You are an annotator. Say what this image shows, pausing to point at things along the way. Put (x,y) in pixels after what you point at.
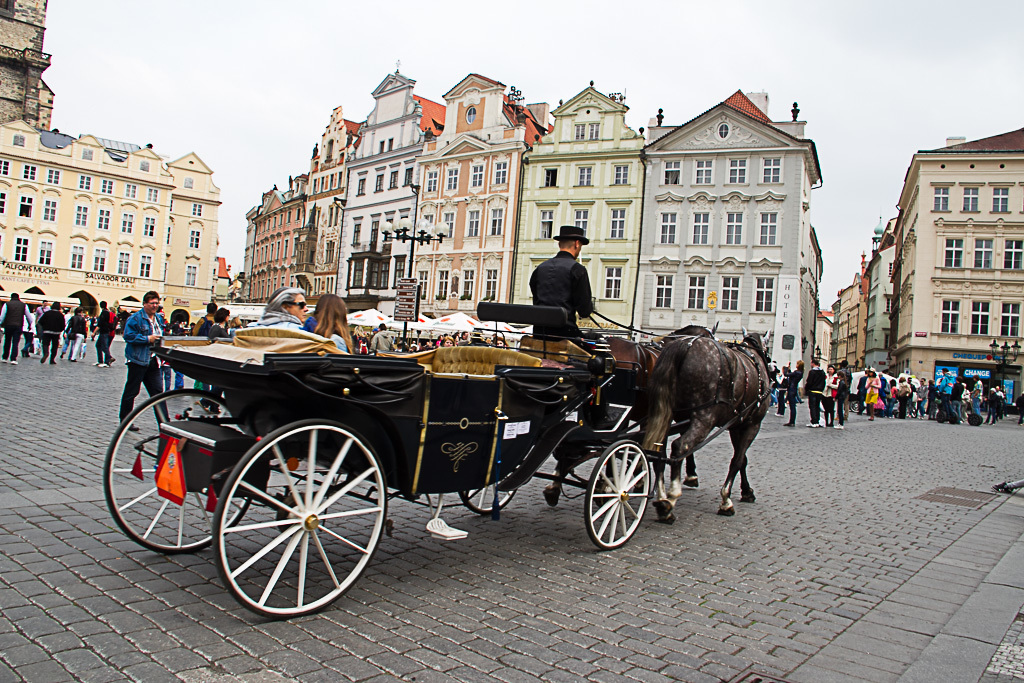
In this image there is a person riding a vehicle (441,433). In front of him there are many people (940,391) standing on the road (930,468). In the background of the image (773,252) there are buildings (693,213) and sky (671,37).
